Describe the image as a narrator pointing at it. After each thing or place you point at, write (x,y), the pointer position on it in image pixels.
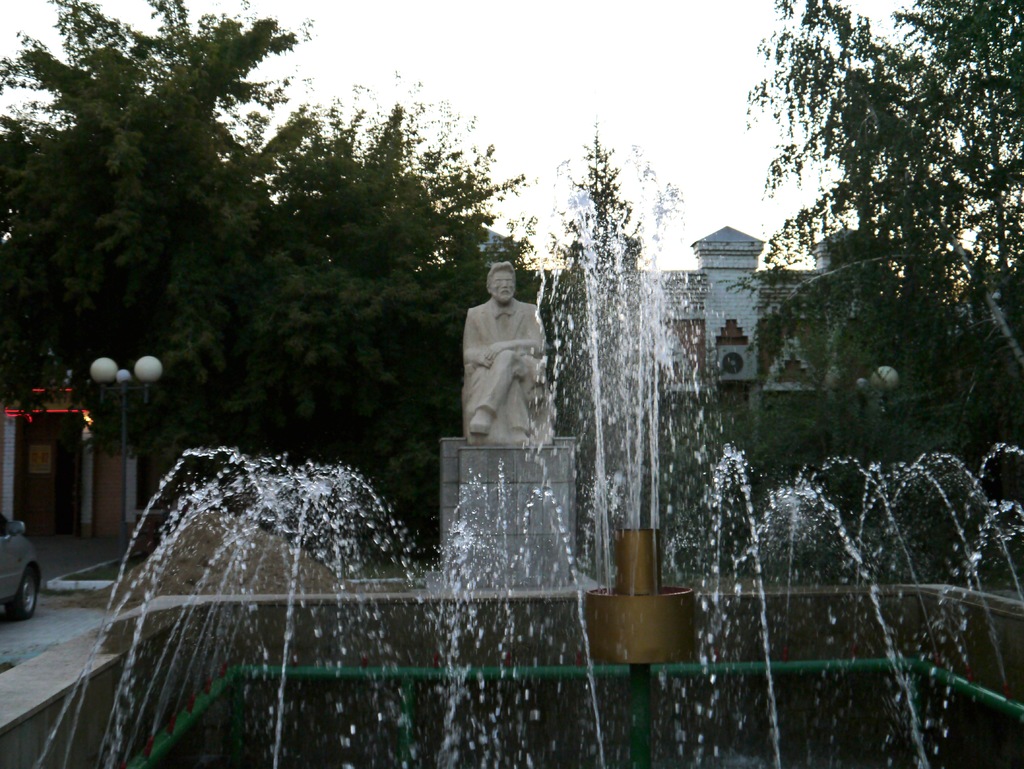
In this image we can see water fountain (562,385), statue of a person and in the background of the image (388,360) there are some trees (363,411), houses (733,328) and clear sky (540,20).
